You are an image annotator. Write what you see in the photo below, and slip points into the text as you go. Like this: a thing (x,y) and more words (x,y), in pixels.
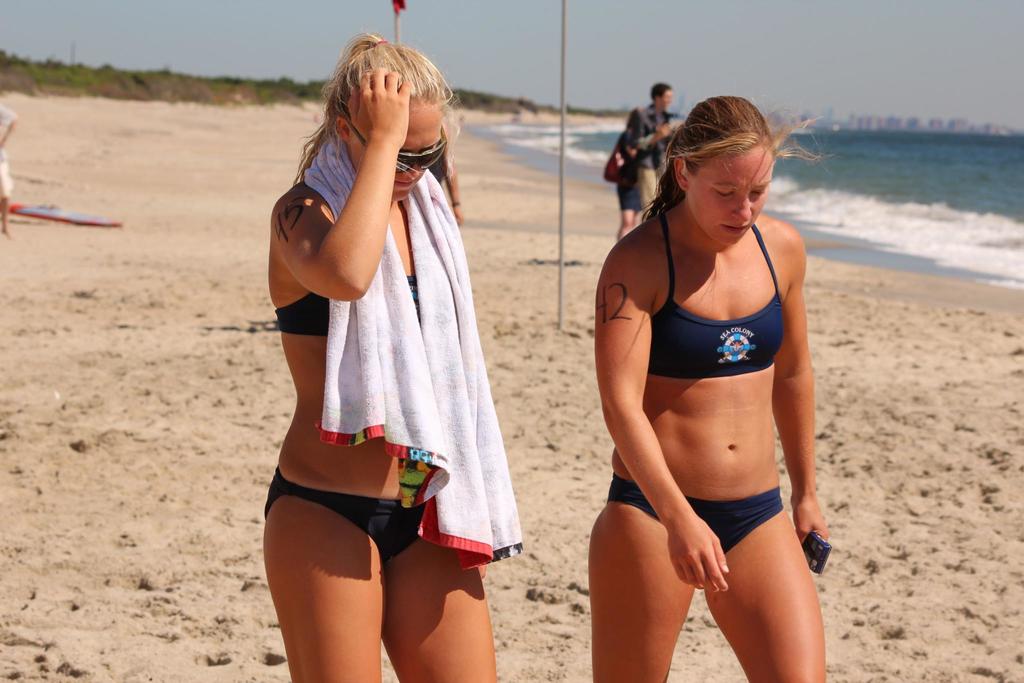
In this image we can see some people (443,633) standing on the seashore (558,587). In that a woman (438,462) is wearing a towel (461,468). We can also see a board (91,225) on the ground (124,229), some poles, a large water body (861,245), a group of buildings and the sky (806,99) which looks clear.
